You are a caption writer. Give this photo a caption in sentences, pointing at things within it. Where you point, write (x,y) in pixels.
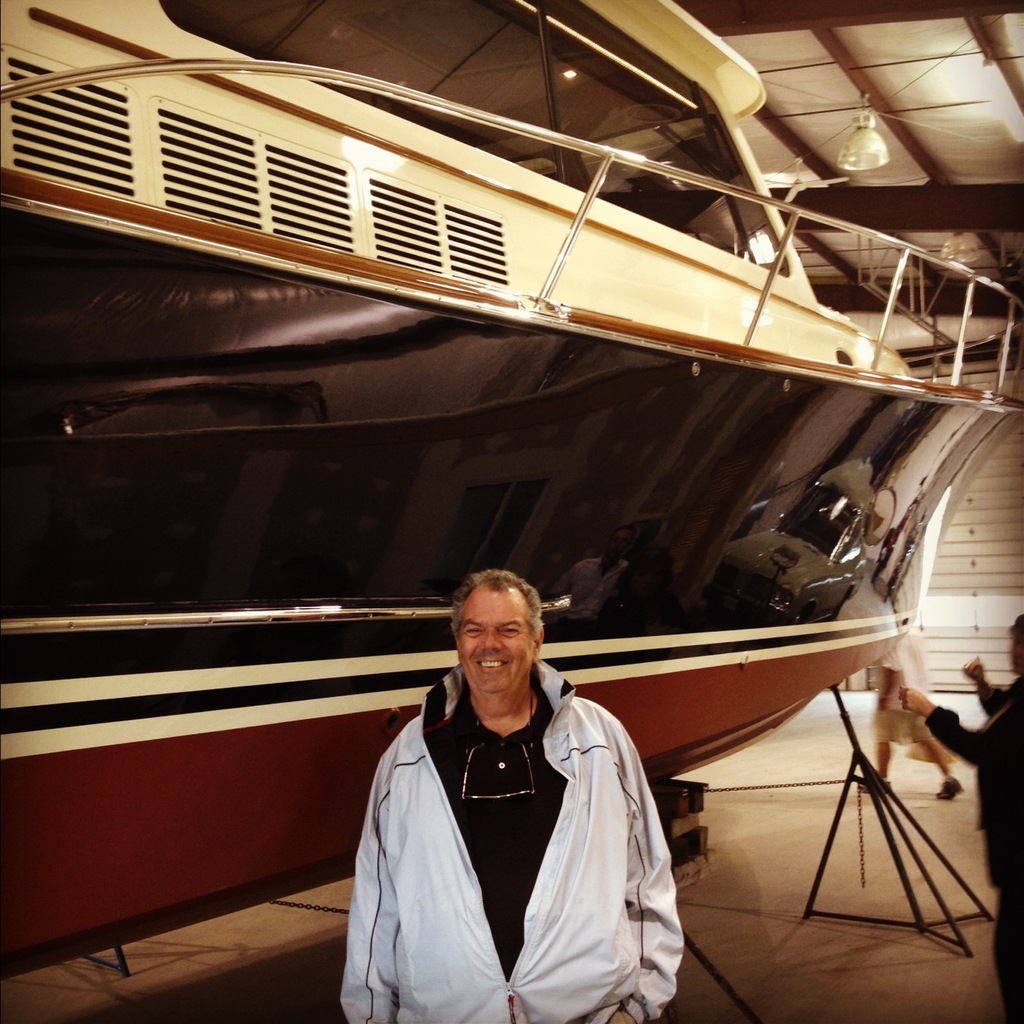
At the bottom (425,756) we can see a man (447,707) is standing at the boat (300,329). On the right side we can see a person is standing and another person (891,666) is walking on the floor (799,990). In the background (999,63) there are objects (921,863) and wall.
